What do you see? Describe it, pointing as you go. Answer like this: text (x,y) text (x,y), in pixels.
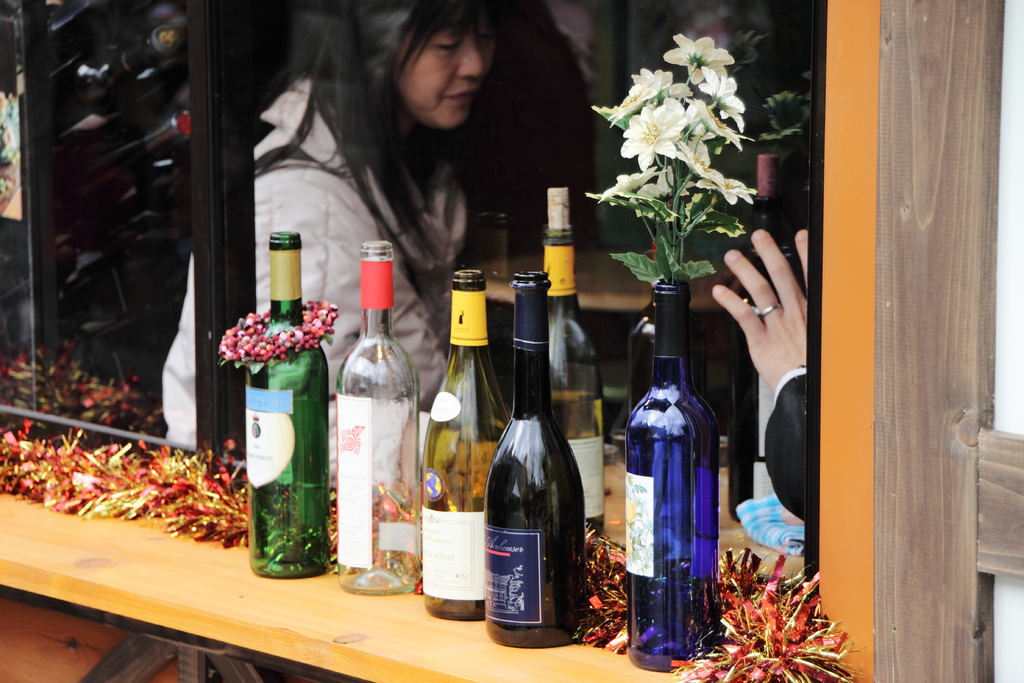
In this picture we can see few bottles (544,486) on a table (372,613). Here we can see a flower plant (681,260) inside the bottle (672,317). and also we can see a woman (474,72) through glass (488,238).
